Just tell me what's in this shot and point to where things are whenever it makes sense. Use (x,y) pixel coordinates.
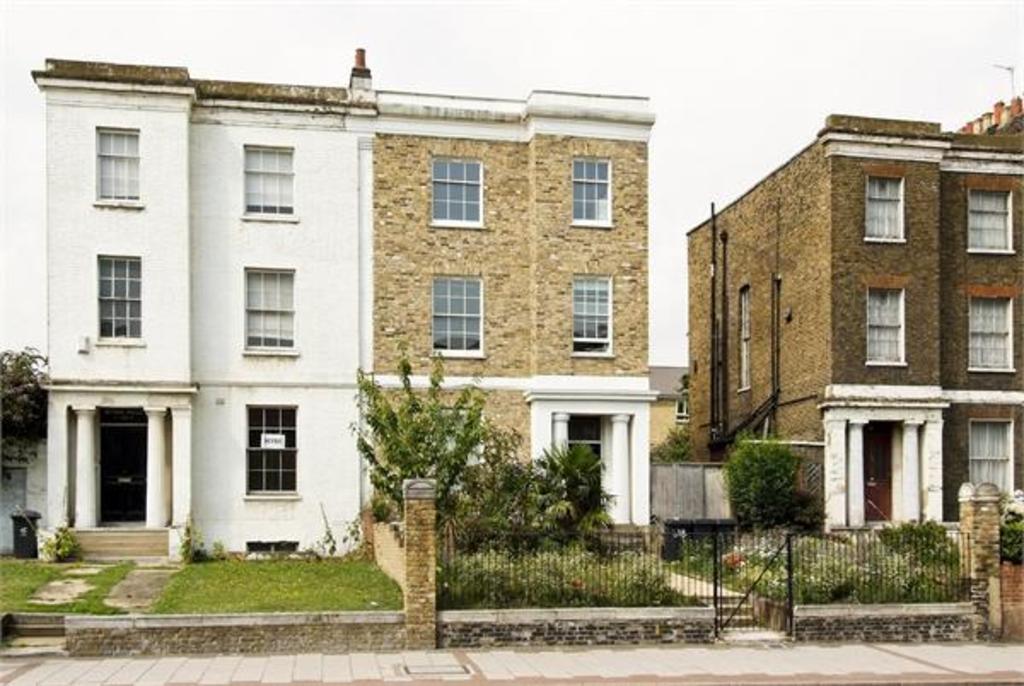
In this image, we can see buildings (410,331), trees (784,493), plants (785,509), fence (610,570) and there is a side way (571,676).
